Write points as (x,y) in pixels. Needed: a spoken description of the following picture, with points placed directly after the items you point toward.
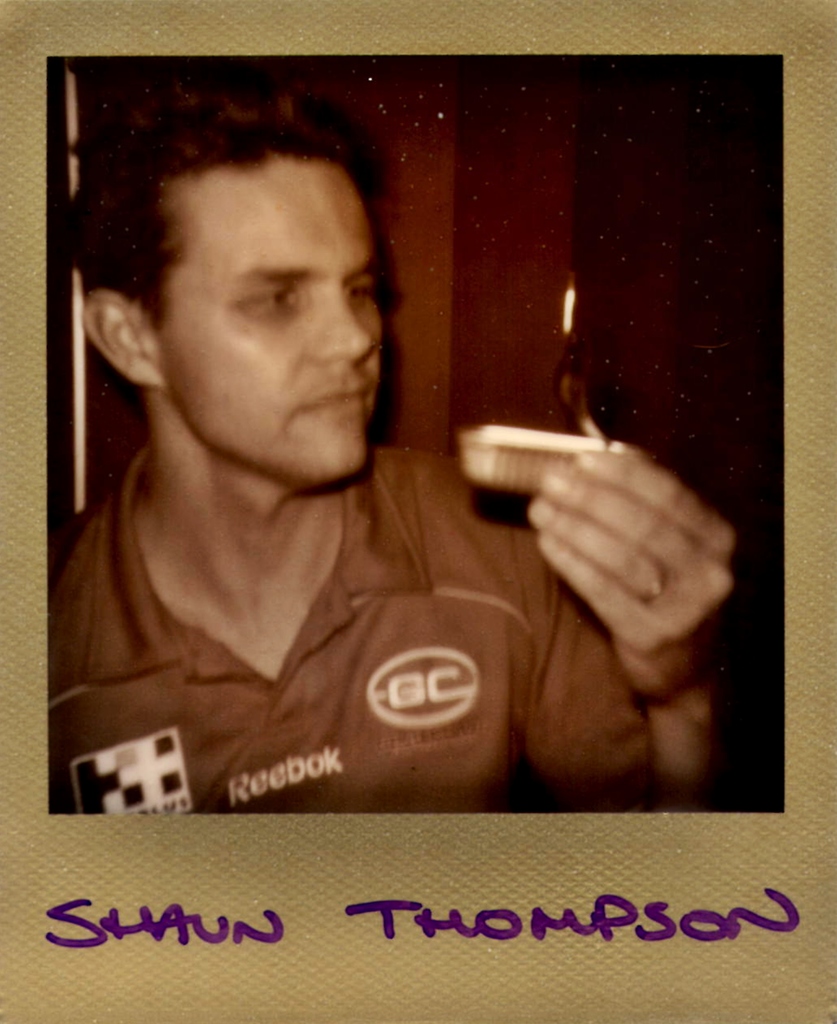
In this picture, we can see a poster (169,622) of a person (149,314) holding an object (478,455), and we can see the background (473,407), we can see some text (741,915) on bottom of the picture (750,902).
